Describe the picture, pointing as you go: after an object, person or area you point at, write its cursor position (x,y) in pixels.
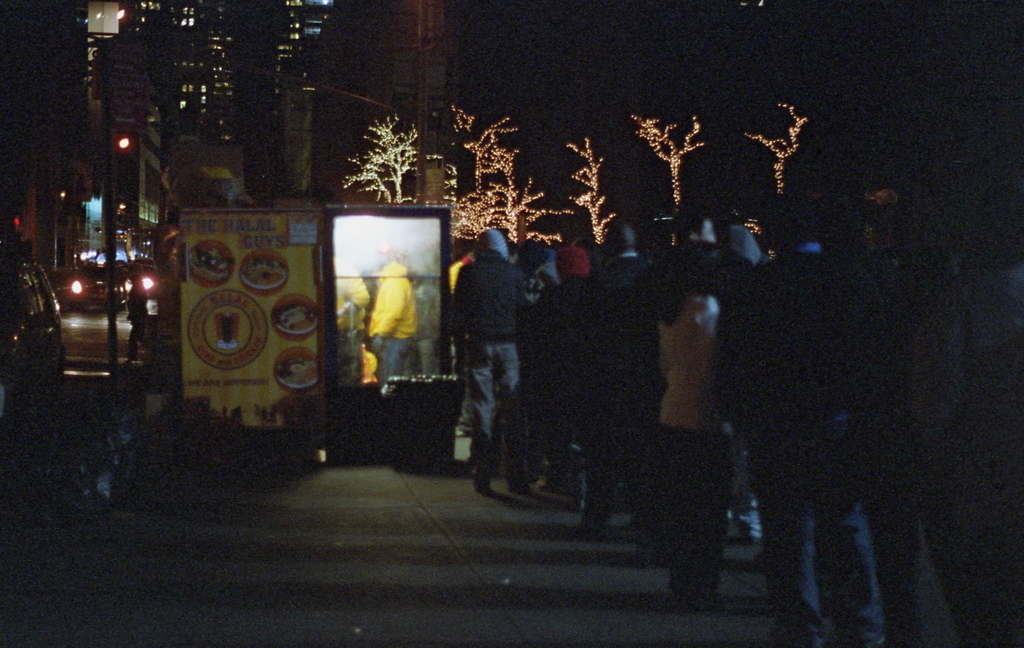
At the bottom of the image (619,481) on the footpath (574,511) there are many people (594,355) standing. And also there is a store (333,390) with a glass door (335,344) and there is a poster (231,346) with few images (214,274) on it. In the background (361,177) there are trees (401,146) with decorative lights (587,201). On the left side of the image (87,293) on the road (81,351) there are vehicles (59,359). And also there are buildings (304,102).
